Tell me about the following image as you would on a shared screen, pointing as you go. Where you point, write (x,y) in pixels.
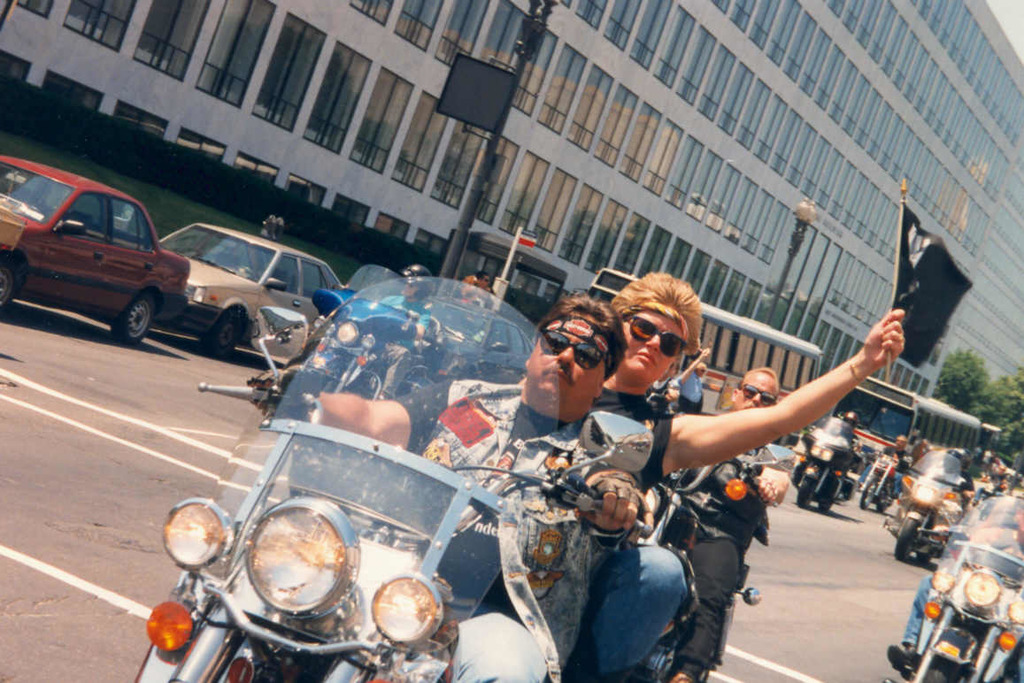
This picture is taken on a road (766,581). There are many bikes (1011,548), cars (216,331) and buses (772,332) on the road (809,571). In the center (656,362) there is a bike (503,468) and two men (602,410) are sitting on it. The man (537,434) sitting in front is riding a bike (554,492) and is also wearing gloves (293,400). The man (647,375) behind him is holding a flag (898,304). They are wearing sunglasses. There is a pole (500,133) in the image. There is also a street light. In the background (647,145) there is a building (632,106) and trees (1003,394).
